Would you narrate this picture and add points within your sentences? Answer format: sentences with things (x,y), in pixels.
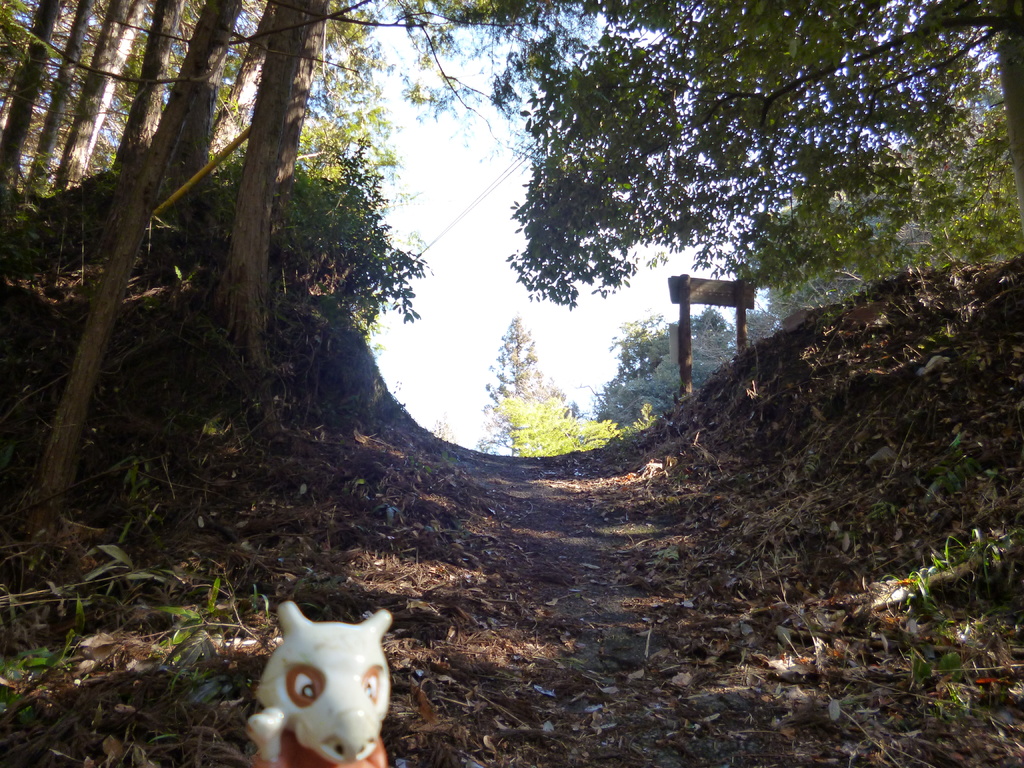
In this image I can see a toy (297,655) on the road (622,695), beside that there are so many trees (504,434) and board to the poles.
